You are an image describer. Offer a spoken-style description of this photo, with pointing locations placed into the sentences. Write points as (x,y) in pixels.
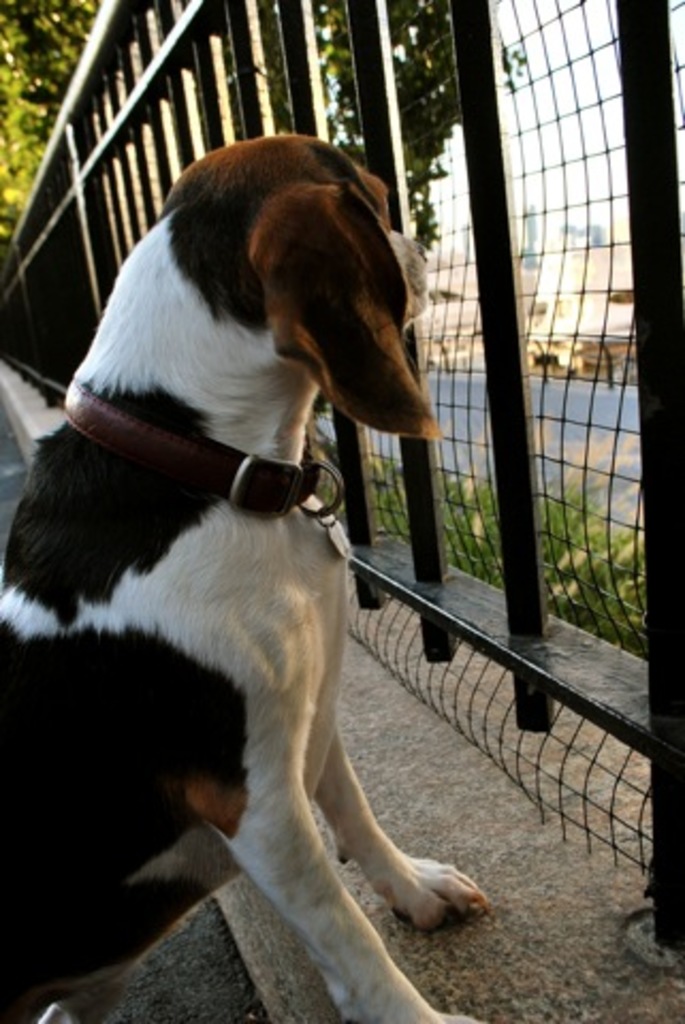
In this image there is a dog (222,554) looking outside through a metal mesh fence (301,113), on the other side of the fence (373,442) there is road (435,392), behind the road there are buildings (454,282) and trees (404,109).
